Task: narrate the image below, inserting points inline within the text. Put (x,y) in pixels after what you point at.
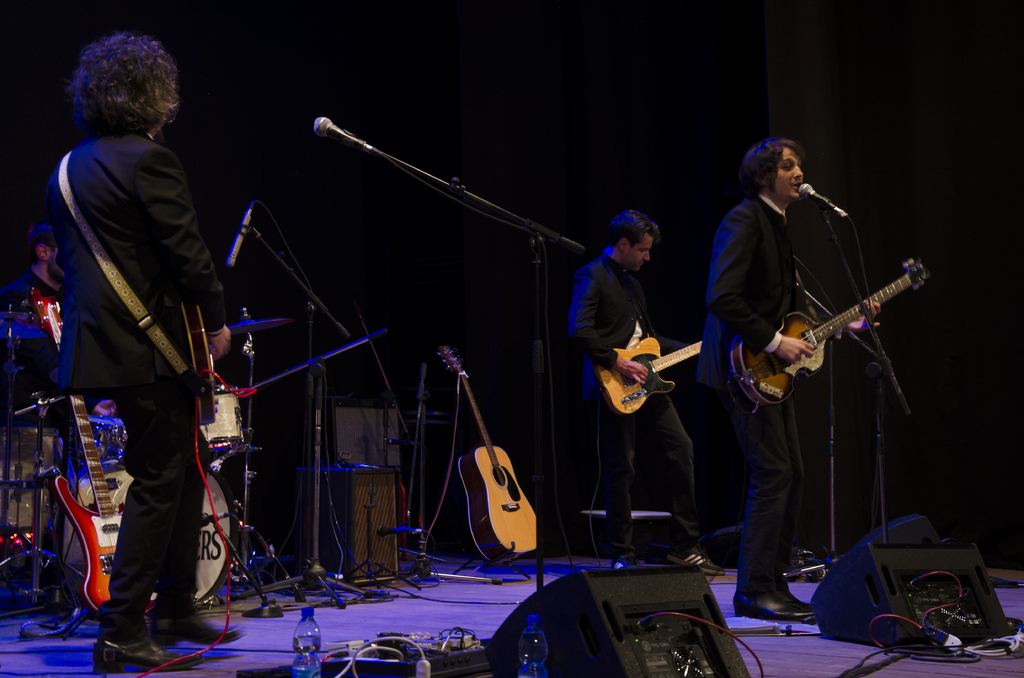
Here we can see a band (180,488) who is performing on the stage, these guys (155,281) have guitars (642,359) in their hand (634,369) and they are playing them and each and every body is having microphone (539,297) in front of them and the guy (764,251) at the front (759,262) is singing and the guy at the left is playing drums (59,450).
